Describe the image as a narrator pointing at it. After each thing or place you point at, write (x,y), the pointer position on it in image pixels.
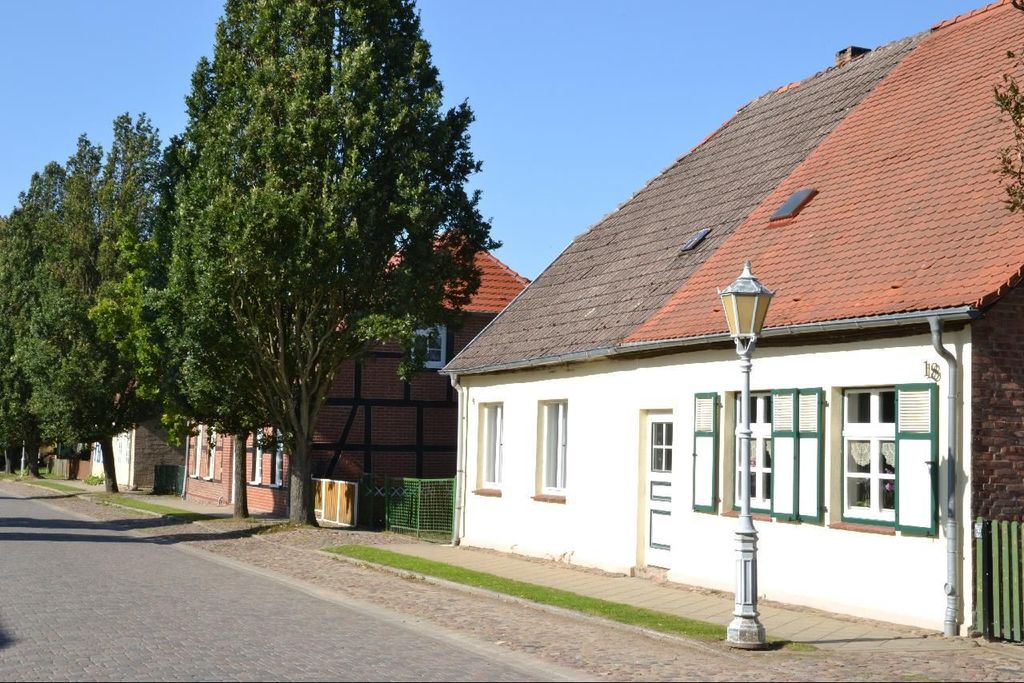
In the picture I can see some houses (404,387), few trees (276,411), in front of the houses (279,429) we can see the road (146,587).
